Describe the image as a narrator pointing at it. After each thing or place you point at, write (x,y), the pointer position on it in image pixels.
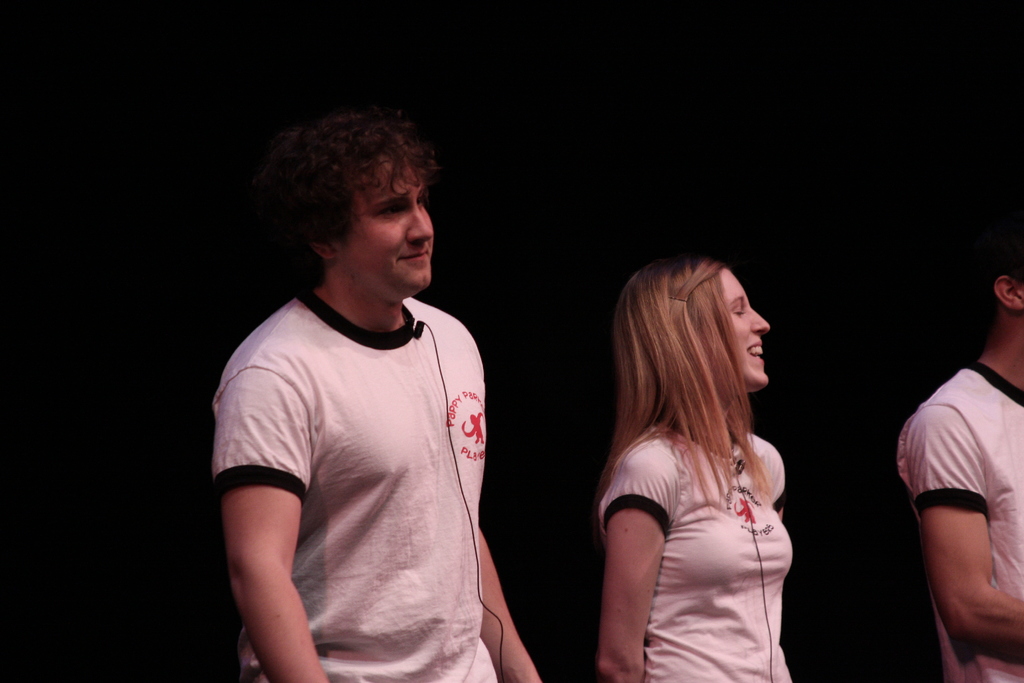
There are three persons (955,503) standing and wore t shirts (417,468).
